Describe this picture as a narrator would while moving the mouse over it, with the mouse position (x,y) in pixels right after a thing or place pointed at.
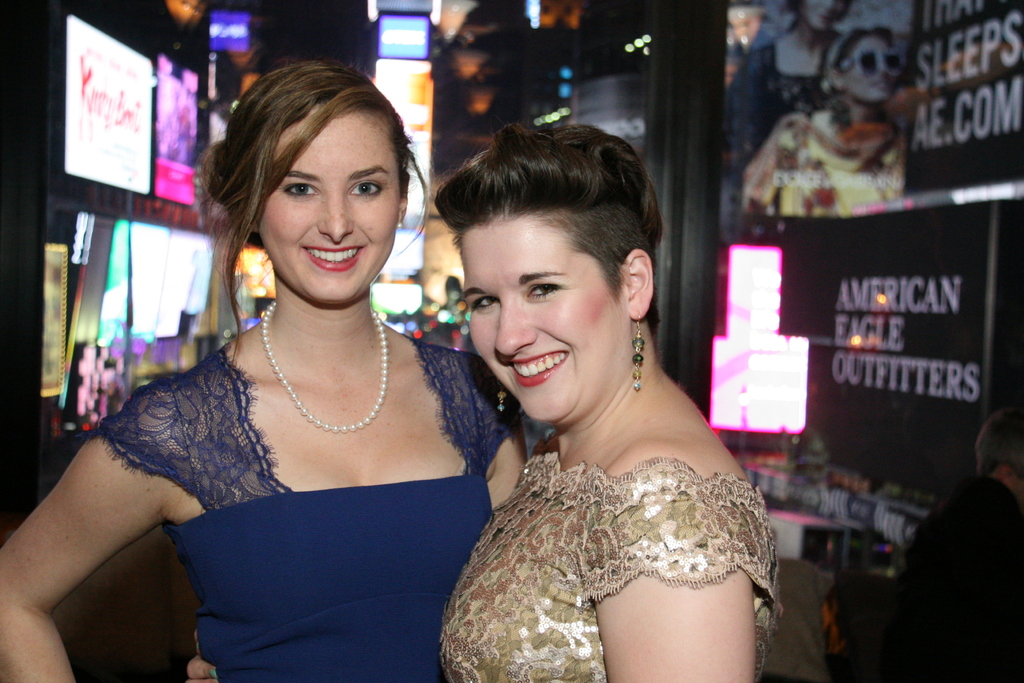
In the foreground of this image (404,527), there are women (507,629) smiling. In the background (728,396), there are few screens (176,201), posters (789,50) and a person (960,630) at the bottom right (992,637).
